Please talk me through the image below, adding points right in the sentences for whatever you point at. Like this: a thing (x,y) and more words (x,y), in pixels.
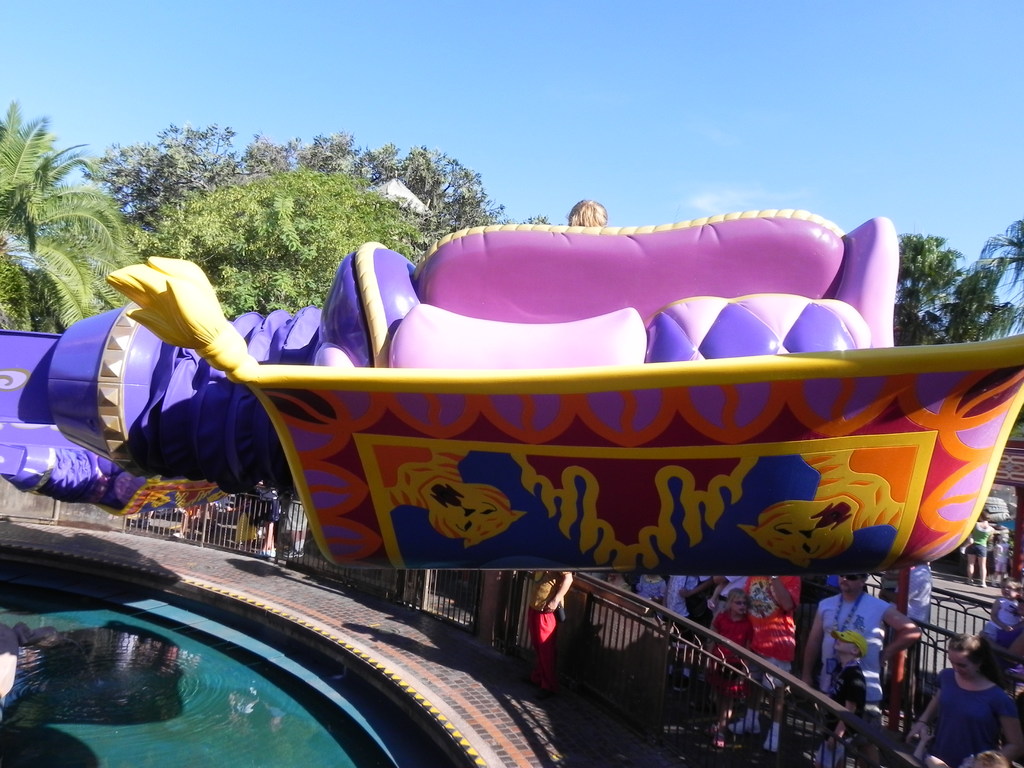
In this picture there is a person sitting on the seat (620,309) and there is a game (554,368). At the back (1000,610) there are group of people (1013,618) standing behind the railing (713,729) and there is a person (540,581) standing in front of the railing (593,643). At the bottom (388,653) there is water (228,672) and there is a pavement (589,732). At the back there are trees (217,278). At the top (687,194) there is sky (684,60).
